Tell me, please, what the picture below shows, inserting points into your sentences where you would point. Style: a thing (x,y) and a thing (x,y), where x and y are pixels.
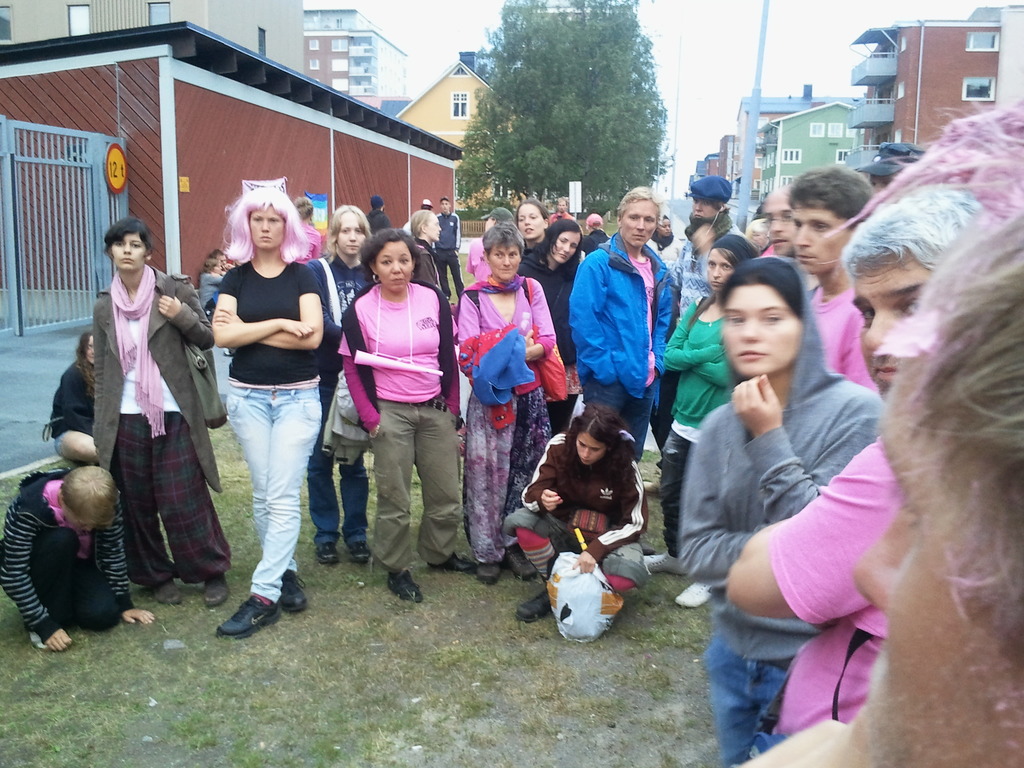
In this image we can see a group of people (1014,418) standing on the grass field (402,692). Two women (550,350) are wearing bags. In the foreground of the image (587,618) we can see a bag (600,614) placed on the ground (521,704). On the left side of the image (79,396) we can see a woman (79,411) sitting on the ground (103,640) and a gate (71,281). In the background (307,156), we can see a group of buildings (703,161) with windows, railings (872,122) and a pole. At the top of the image (543,18) we can see tree (543,18) and the sky (809,32).
